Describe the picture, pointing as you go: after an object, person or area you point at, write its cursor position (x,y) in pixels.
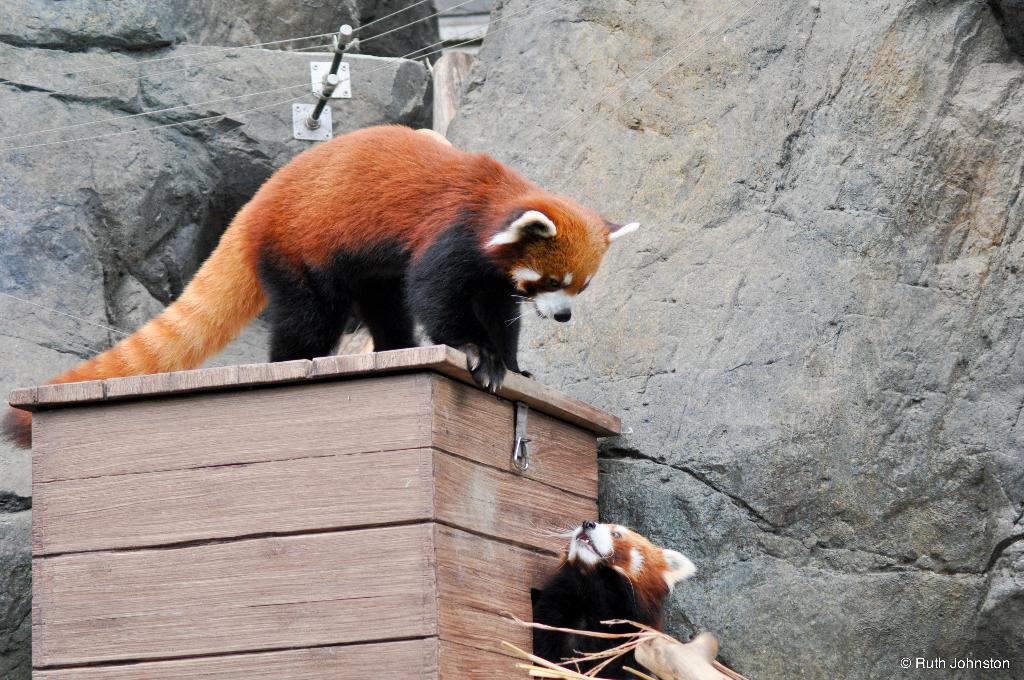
In this picture there is an animal (375,172) standing on the wooden object (351,493) and there is an animal (614,525) beside the wooden object (437,559). In the foreground (645,646) it looks like a tree branch (635,654). At the back (546,116) it looks like a hill (860,131) and there are wires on the rods (324,101).
